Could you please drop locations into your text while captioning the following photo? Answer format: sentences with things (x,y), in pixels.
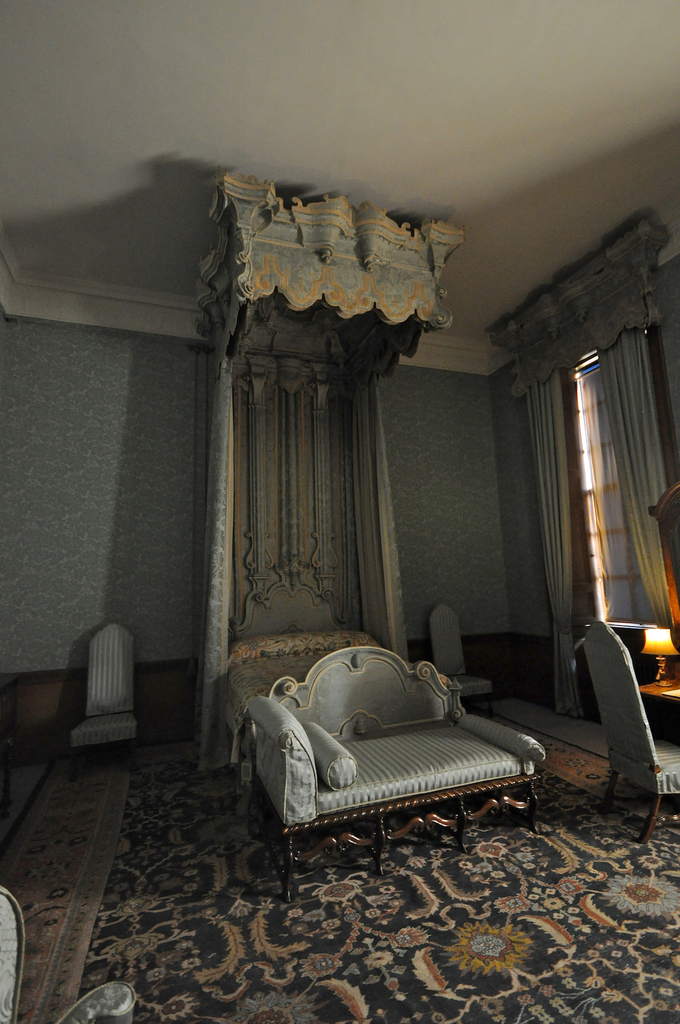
In this picture we can see a room (548,626) with furniture (295,729) such as sofa (306,732), chairs (469,680), table (643,691) and on table (655,712) we have lamps (652,645) and in background (622,604) we can see curtain (551,385) with windows (579,376).
